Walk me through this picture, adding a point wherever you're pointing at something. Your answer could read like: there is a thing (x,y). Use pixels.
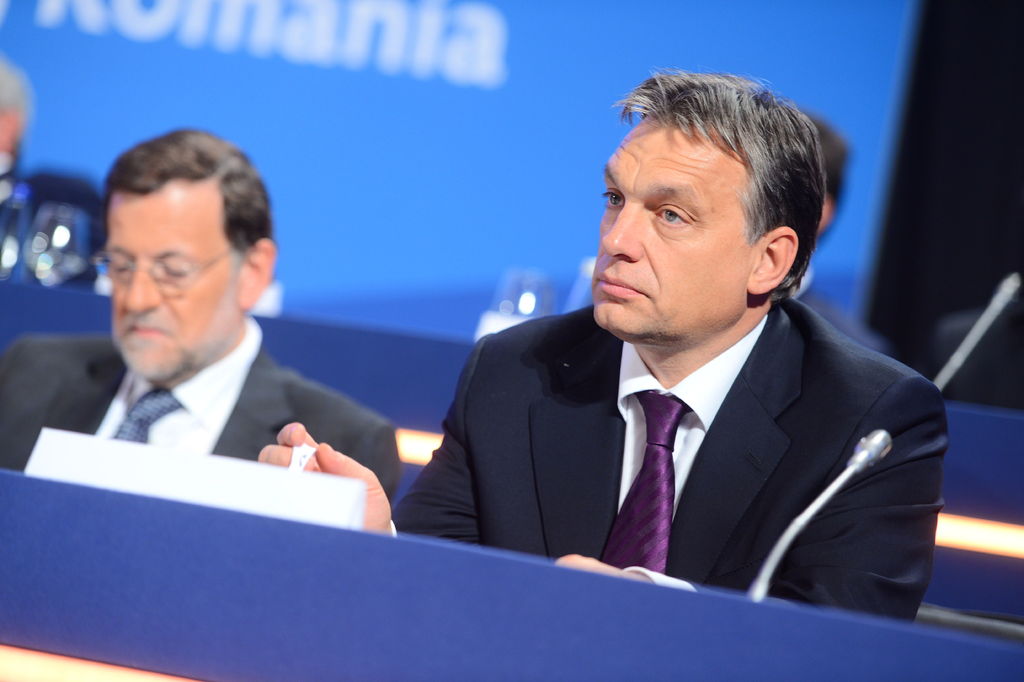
In this image, we can see a person (565,486) in a suit (735,399) is sitting and holding some object (299,456). Here we can see microphones (983,315), people (209,429), blue color objects (967,502) and some objects (22,210). Background (525,209) we can see blue color object (420,172) and some text (258,33).
